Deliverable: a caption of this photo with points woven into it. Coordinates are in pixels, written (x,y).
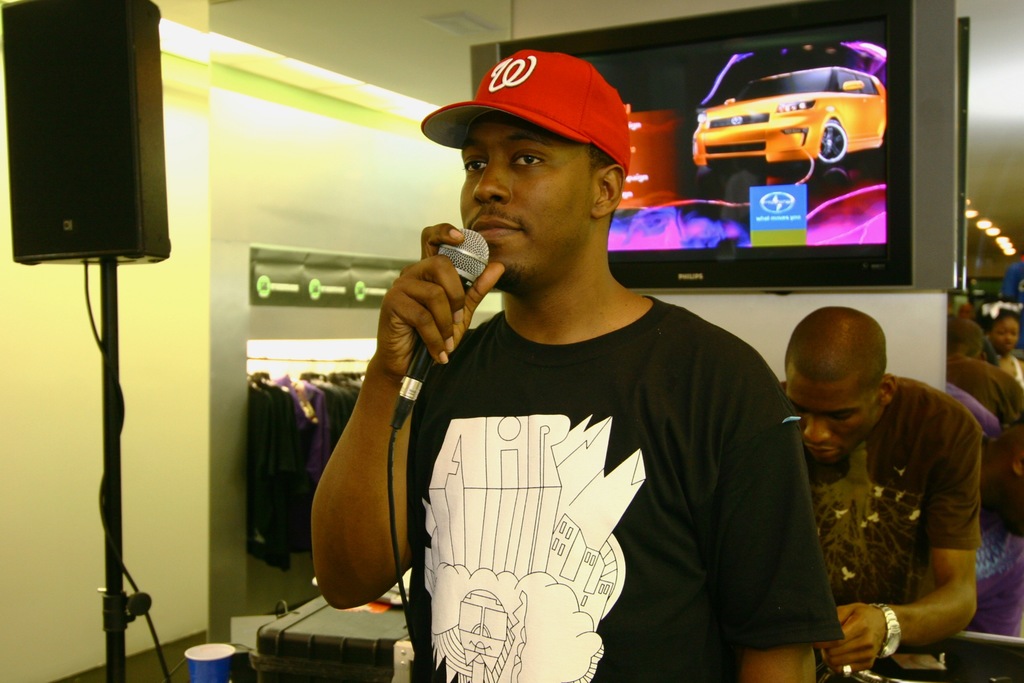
There is a man (578,73). He is wearing a red color cap (594,129) and black color T-Shirt (600,364). He is holding a mic (415,387). On the left hand side (75,139), there is a speaker (71,146). In the background (660,116), there is a monitor (895,91), man (821,351) wearing T-Shirt (920,471) and watch (898,627), a mirror (962,307), and the clothes (311,398).
